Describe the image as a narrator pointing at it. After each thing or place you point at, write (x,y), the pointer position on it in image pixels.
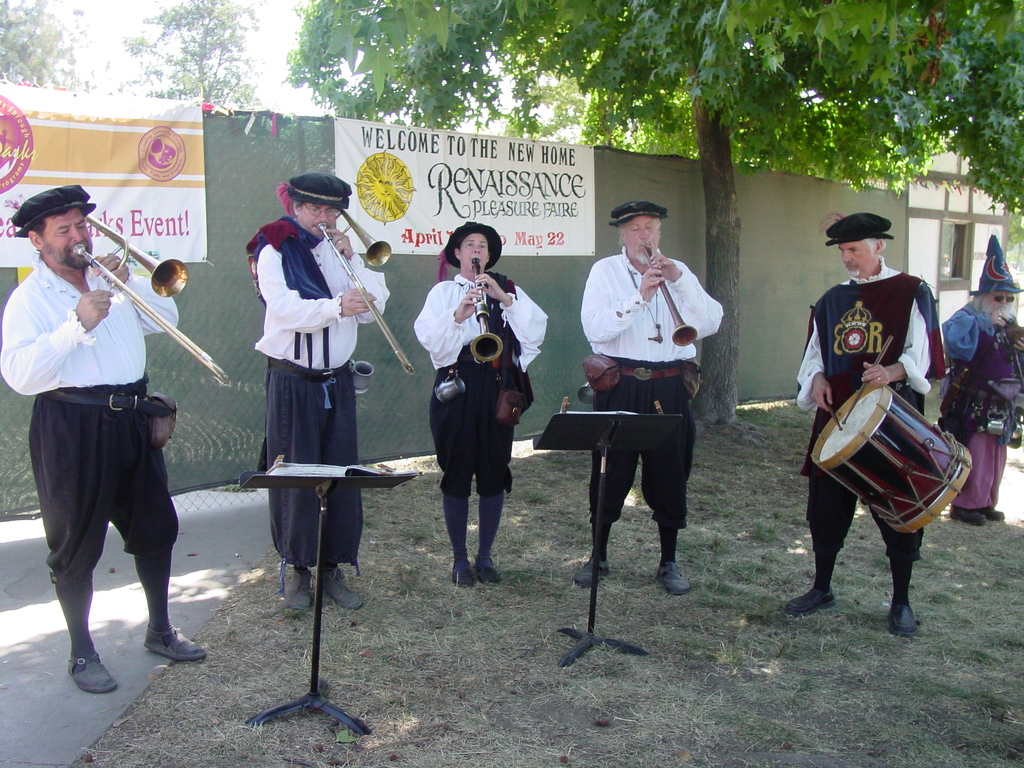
In the image we can see few persons (814,424) were playing with musical instruments (359,281). In center (471,292) the three persons (453,291) were playing the wind instruments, and the left corner (109,411) he is also playing trombone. The right side (877,406) he is playing drum (883,479). And on the right corner (951,418) he is also playing some musical instrument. And back of them they were some trees (679,66) and some banner (415,184).
